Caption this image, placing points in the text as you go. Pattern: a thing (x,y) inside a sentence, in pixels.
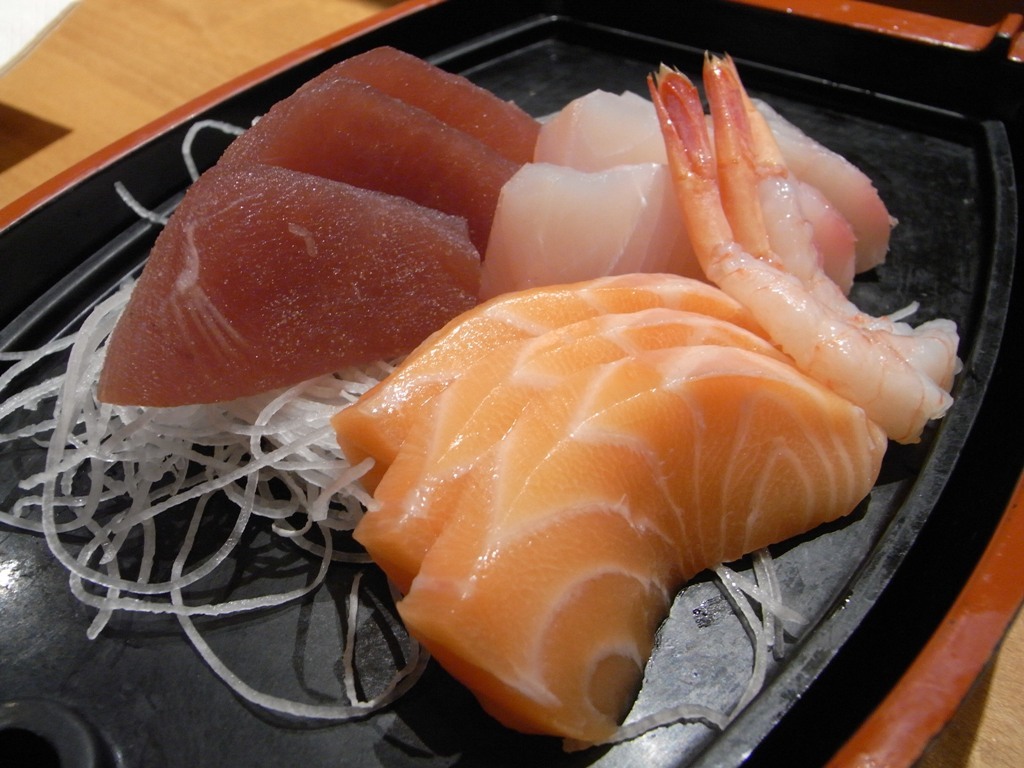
In this image I can see the black color plate (726,612) with meat (489,395) and the onion slices (764,628). The plate (694,657) is on the brown color surface (160,112).
